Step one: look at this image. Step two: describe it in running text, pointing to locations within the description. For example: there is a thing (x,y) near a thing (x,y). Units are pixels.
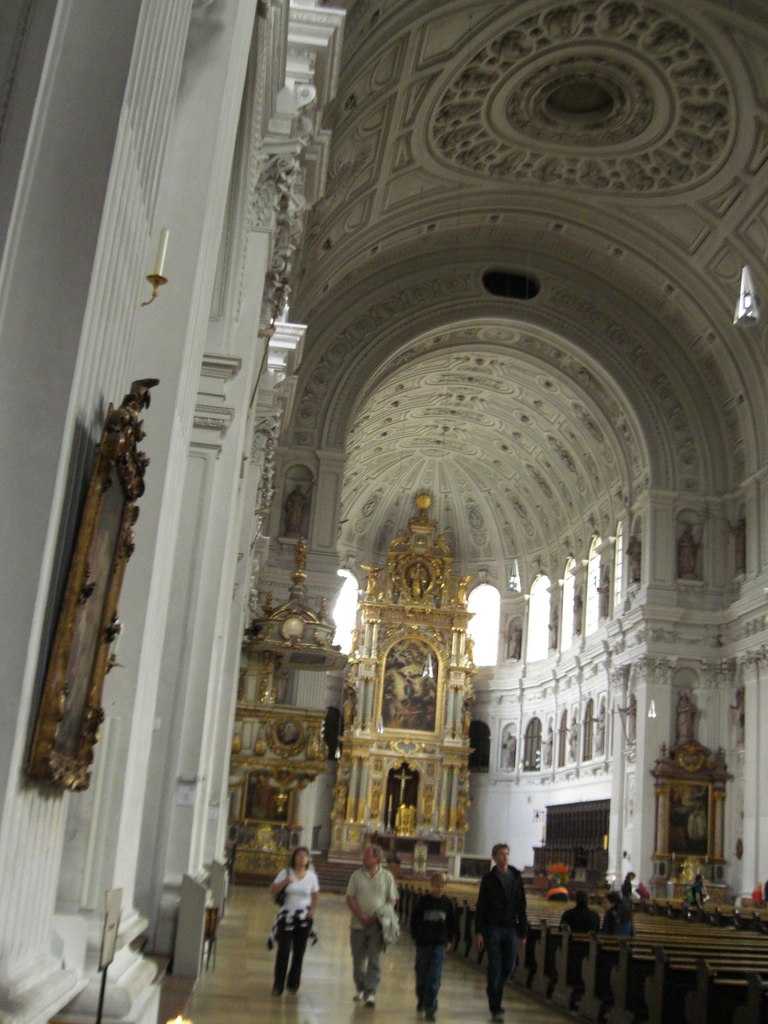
In this picture I can see the inside view of a building (311,34), there are group of people (370,979), there are benches (536,892), boards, there are frames (401,694) attached to the walls (503,632) and there are sculptures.
